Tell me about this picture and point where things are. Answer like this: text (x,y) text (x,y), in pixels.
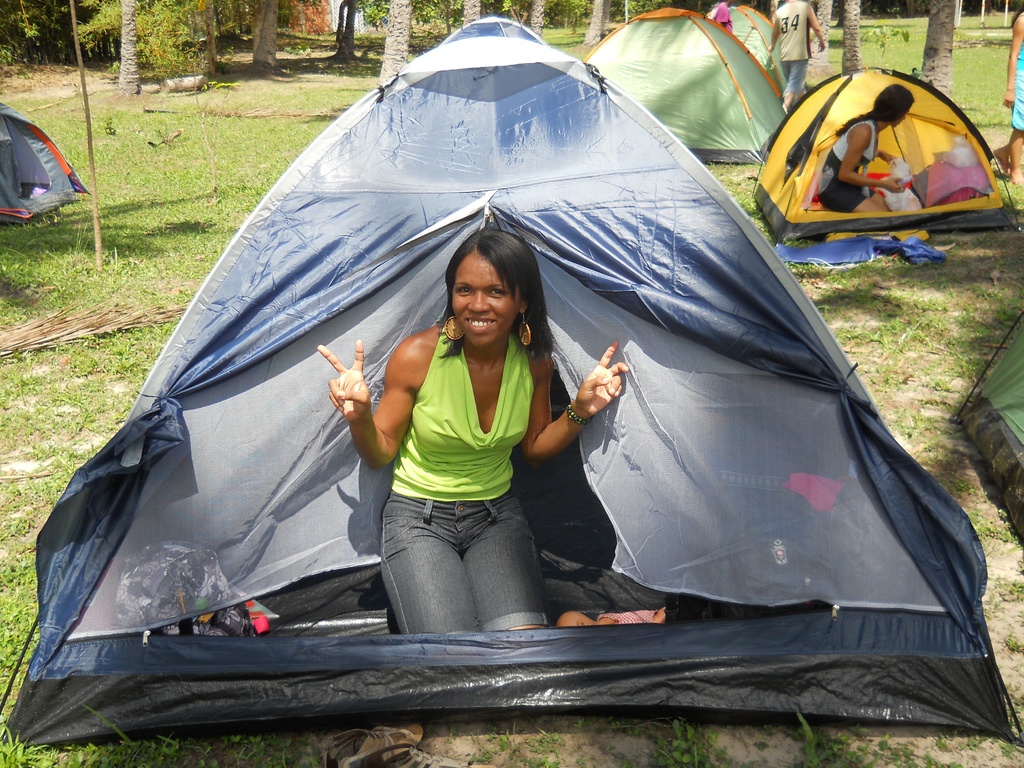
This image is taken outdoors. At the bottom of the image (205,752) there is a ground (151,187) with grass (132,132) on it. In the middle of the image (669,268) there is a woman (435,534) in the tent (336,534). In the background (206,58) there are many trees (161,30) and plants (113,34) and there are a few tents (57,167). On the right side of the image (1017,99) a woman (999,155) is standing on the ground (98,127) and another woman (844,168) is in the tent (938,113) and a man (790,63) is walking on the ground (835,58).
